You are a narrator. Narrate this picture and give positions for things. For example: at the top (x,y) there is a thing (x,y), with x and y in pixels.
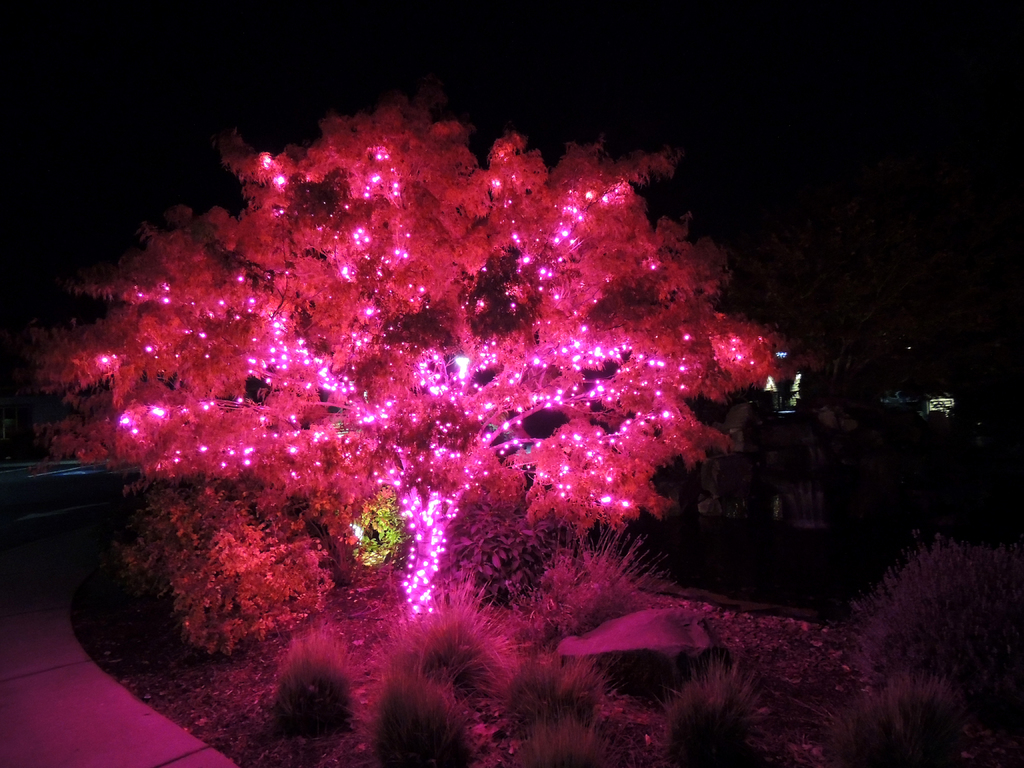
In the picture we can see some grass plants (519,667) and a tree (417,591) near it which is decorated with full of lights (433,586) which are red and pink in color, and in the background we can see dark.
